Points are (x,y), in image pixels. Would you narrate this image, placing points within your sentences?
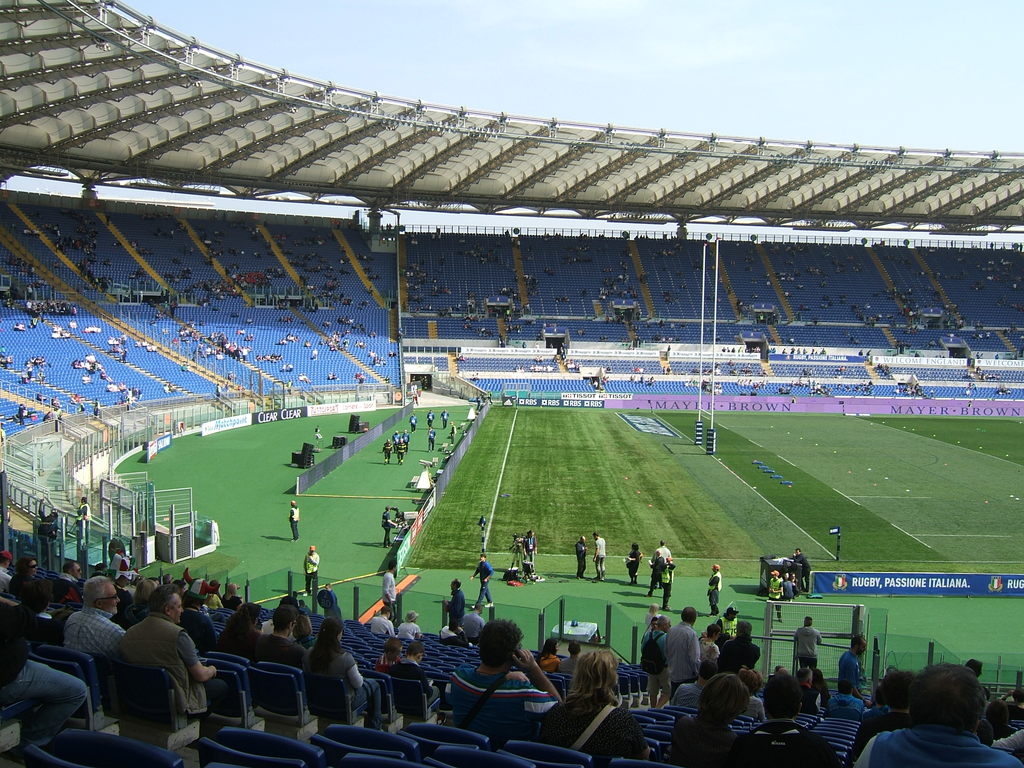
This picture is taken in the stadium (514,507), There are some people (378,702) sitting on the chairs (441,732) of blue color and in the background (110,358) there are some chairs (197,328) in blue color and there is sky (554,95) in blue color.
